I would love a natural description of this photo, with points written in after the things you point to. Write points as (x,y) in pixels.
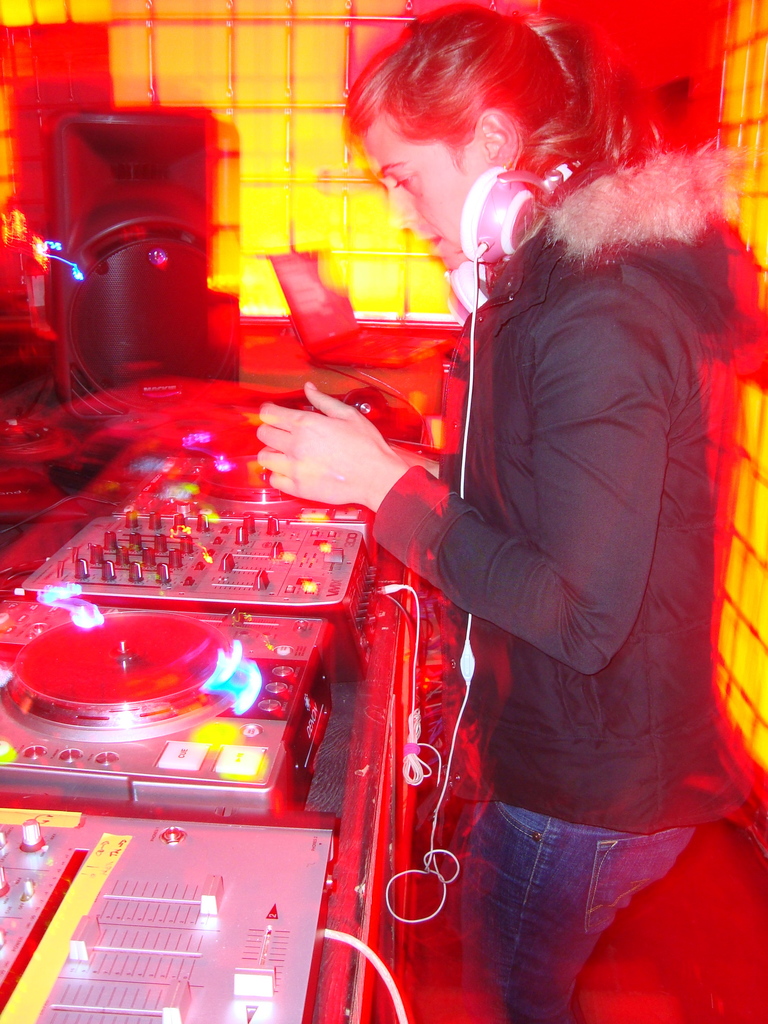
In this image there is a person (554,502) wearing black jacket (604,508), jeans (531,878) and headset (506,217), standing in front of musical instruments (167,570), in the background (738,119) it is blurred.
